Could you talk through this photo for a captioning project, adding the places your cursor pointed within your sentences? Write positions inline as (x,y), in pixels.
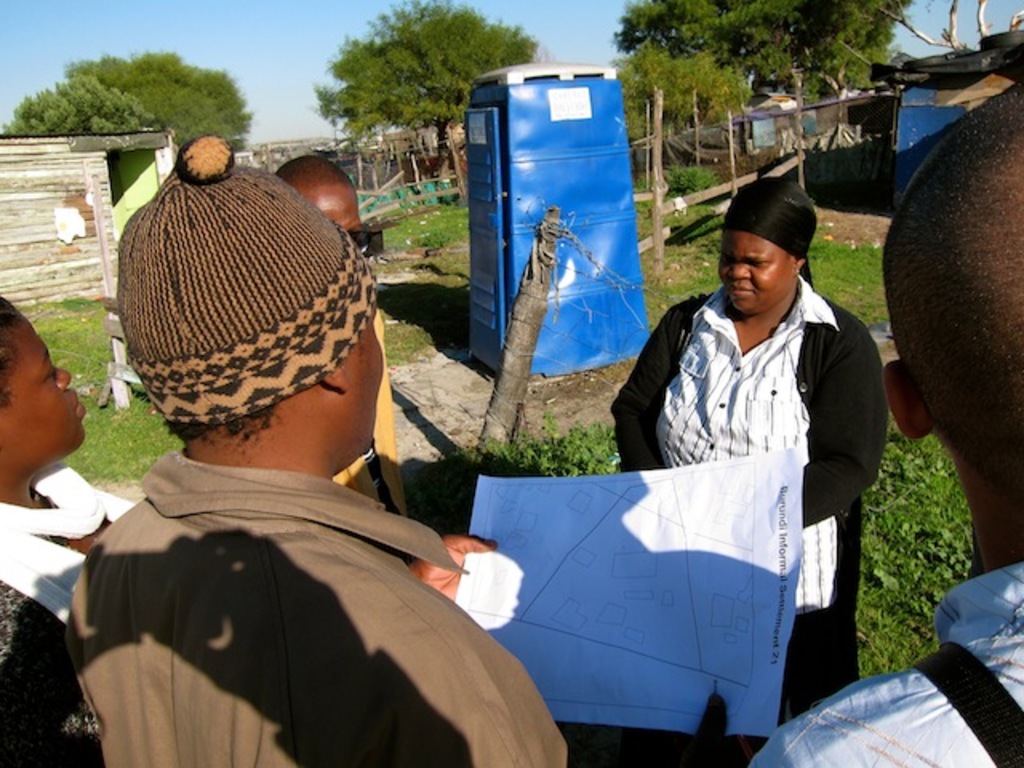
In this image in the foreground (975,408) there are few people (253,601). One person (458,615) is holding a paper (621,572). In the background (553,179) there is a cabin (508,205). There are trees (213,101), buildings (113,162), boundary (432,177). The sky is clear.
